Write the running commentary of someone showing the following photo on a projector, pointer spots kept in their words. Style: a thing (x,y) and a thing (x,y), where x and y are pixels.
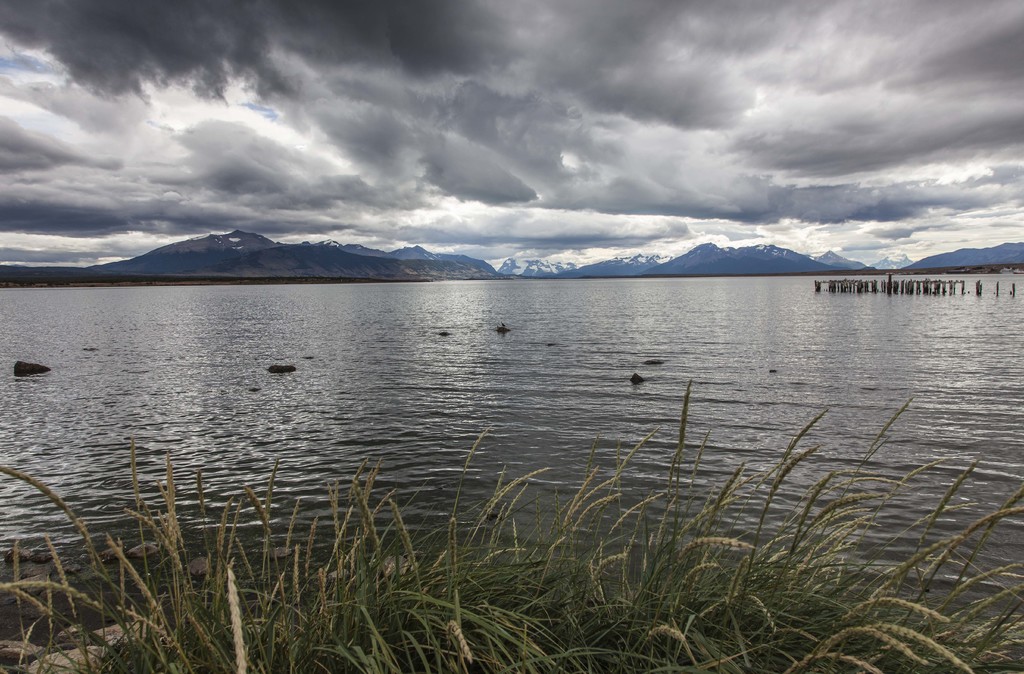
In this image, we can see mountains (812,262). At the top (458,154), there are clouds (573,60) in the sky (573,152) and at the bottom (570,516), there are plants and there is water (739,339) and some poles (907,287).
